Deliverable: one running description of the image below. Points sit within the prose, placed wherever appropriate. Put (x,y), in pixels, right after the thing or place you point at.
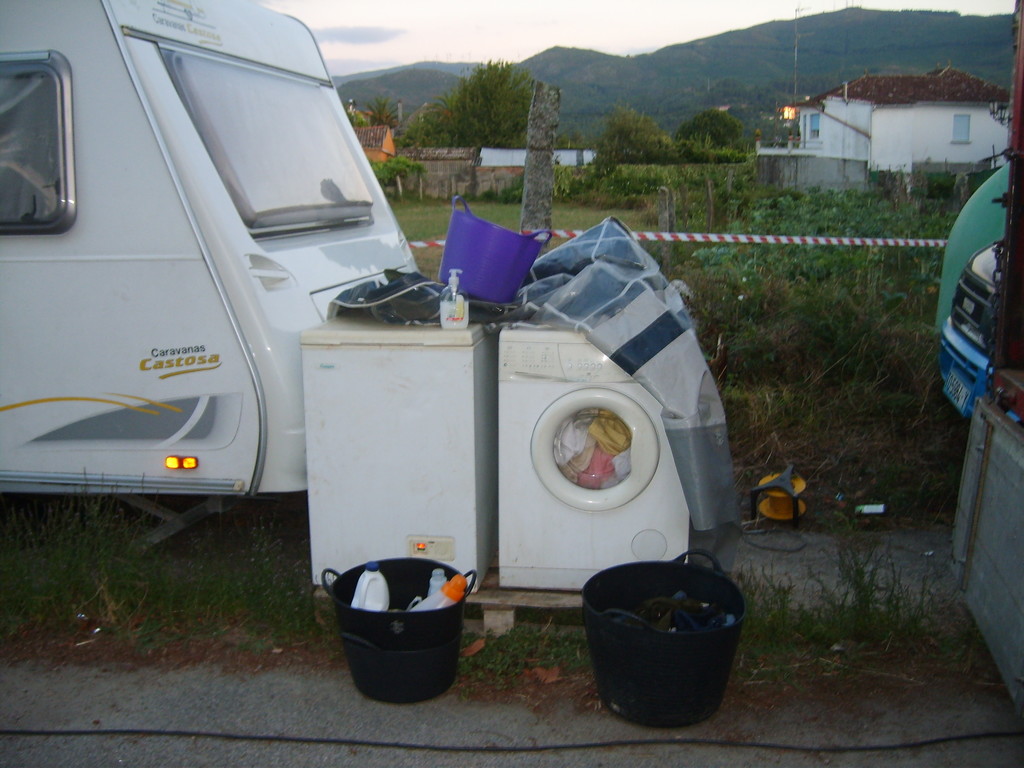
Here we can see vehicles (1000,460), washing machine (534,502), buckets (425,592), bottles (454,285), basket (482,278), and clothes (595,457). This is grass (828,654) and there are plants (763,276). In the background (458,144) we can see houses (980,153), trees (724,114), poles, and sky (580,33).
